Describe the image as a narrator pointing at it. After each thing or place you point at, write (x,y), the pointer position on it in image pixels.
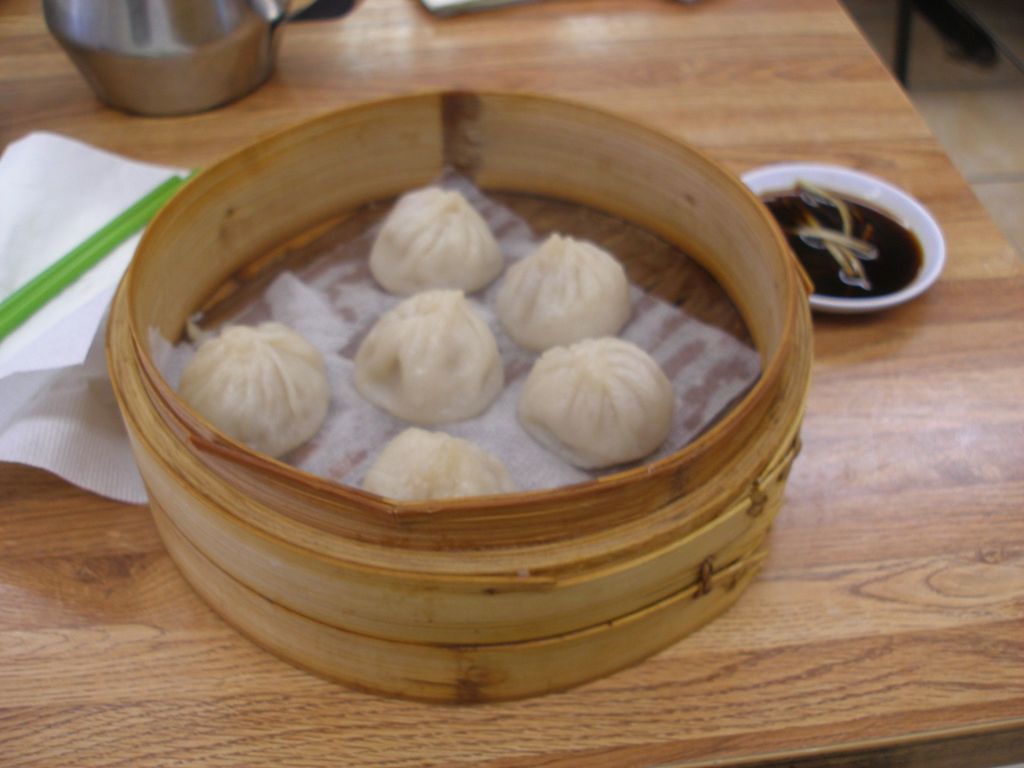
In this picture there are few eatables (491,382) placed in a wooden object (562,203) which is on the table (693,688) and there are few other objects (203,16) on it.
